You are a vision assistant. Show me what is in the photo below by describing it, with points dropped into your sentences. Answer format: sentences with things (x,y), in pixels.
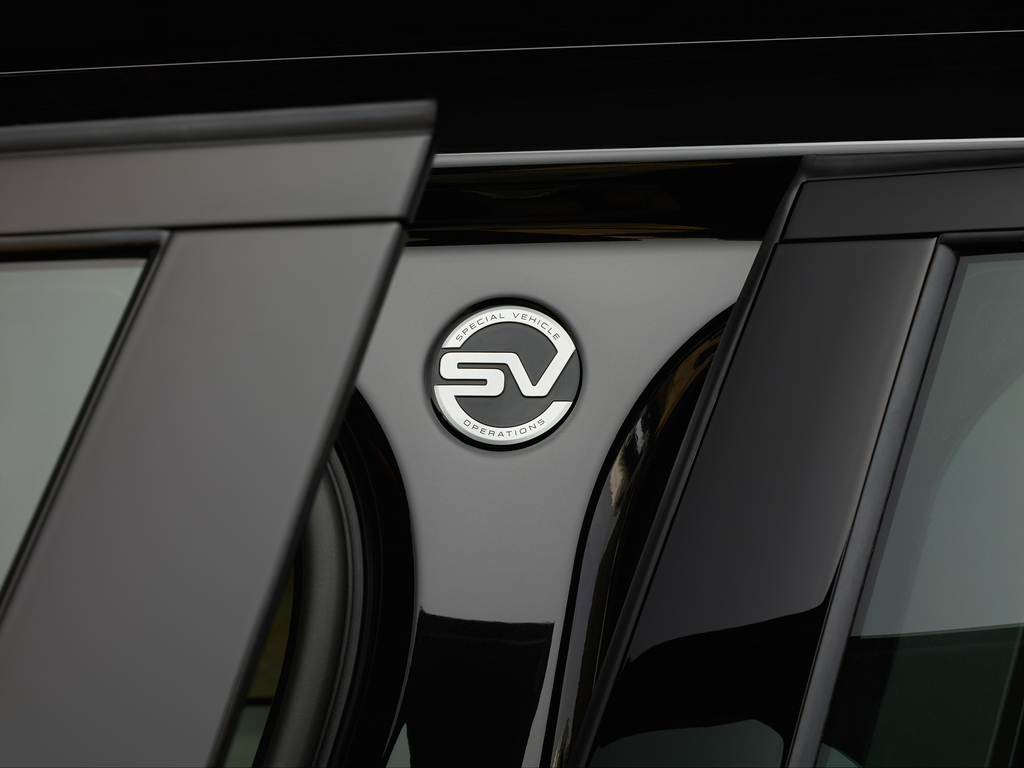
In this image there is a logo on the car (454,241). Besides the logo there are doors (153,549).
